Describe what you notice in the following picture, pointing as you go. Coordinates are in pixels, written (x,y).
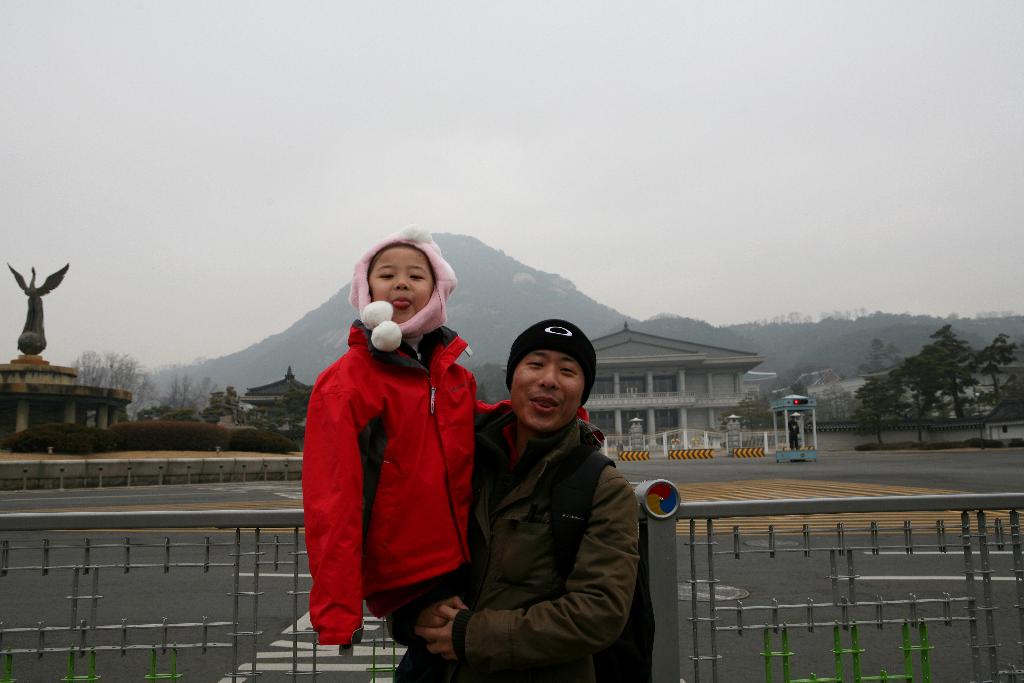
In this image we can see two persons (529,566). A person (529,566) is carrying a baby (446,469). There is a hill (571,300) and many buildings (725,389) in the image. There many trees (938,414) in the image. There is a road (825,594) in the image.
